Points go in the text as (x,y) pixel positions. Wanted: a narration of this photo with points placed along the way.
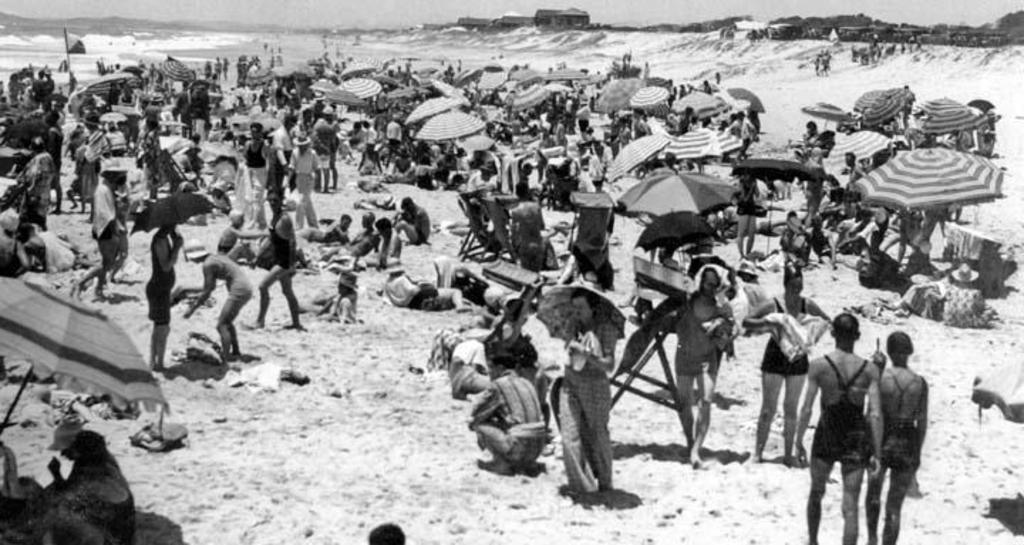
This picture is clicked outside. In the center (604,361) we can see the group of persons (286,103), holding umbrellas (574,286) and we can see the group of persons (406,288) sitting on the ground (746,401) and there are some objects (144,447) placed on the ground (456,416). In the background (322,9) there is a sky (394,9), houses (760,27), trees (791,29) and a water body (126,36).
